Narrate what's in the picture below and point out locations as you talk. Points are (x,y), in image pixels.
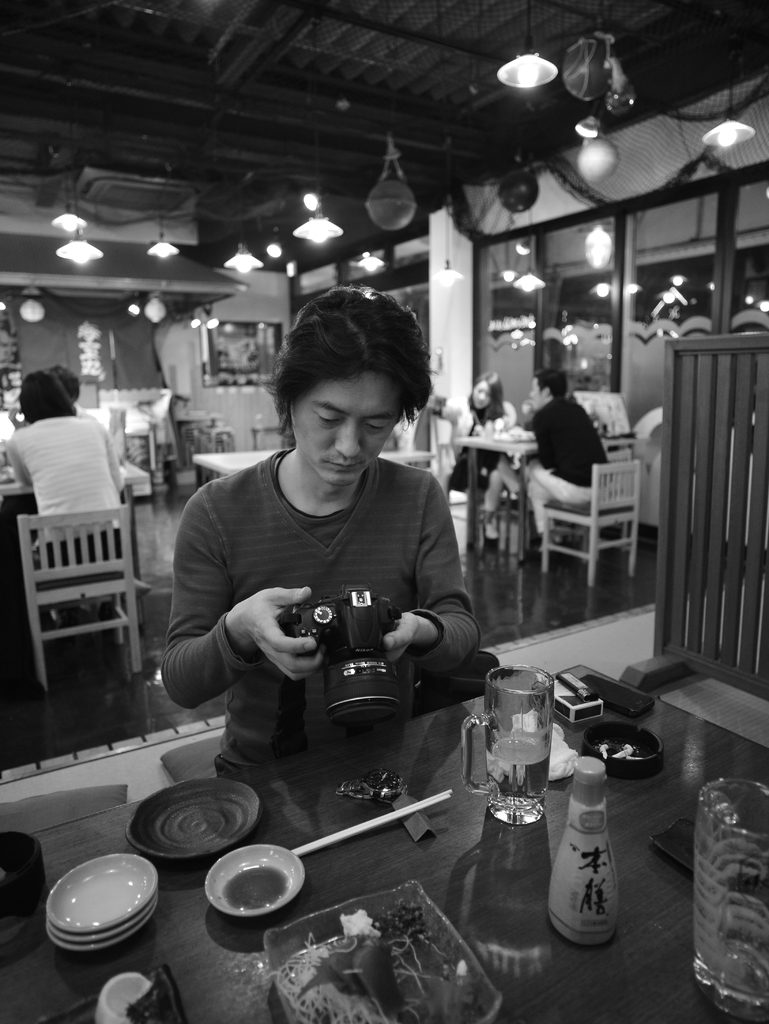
There is a man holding camera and sitting at a table (98,958) where there are few bowls (295,871) and plates (295,883) and glasses (508,719) behind them there are people (549,466) sitting at tables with chairs (26,524) in front of them above them there are chandeliers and light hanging from the ceiling (241,221).
